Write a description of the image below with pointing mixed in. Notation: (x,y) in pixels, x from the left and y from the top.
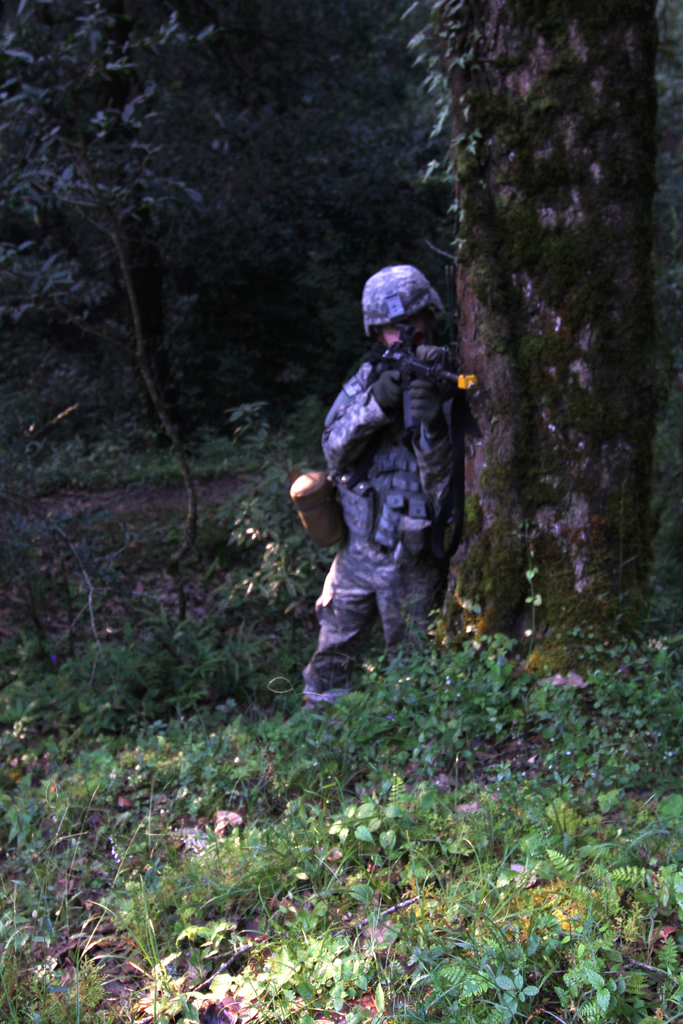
In this image we can see a person (364,423) wearing the uniform (378,456), helmet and gloves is holding a weapon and standing near the tree trunk (539,577). Here we can see plants (640,878) and trees (189,193) in the background (368,45).
